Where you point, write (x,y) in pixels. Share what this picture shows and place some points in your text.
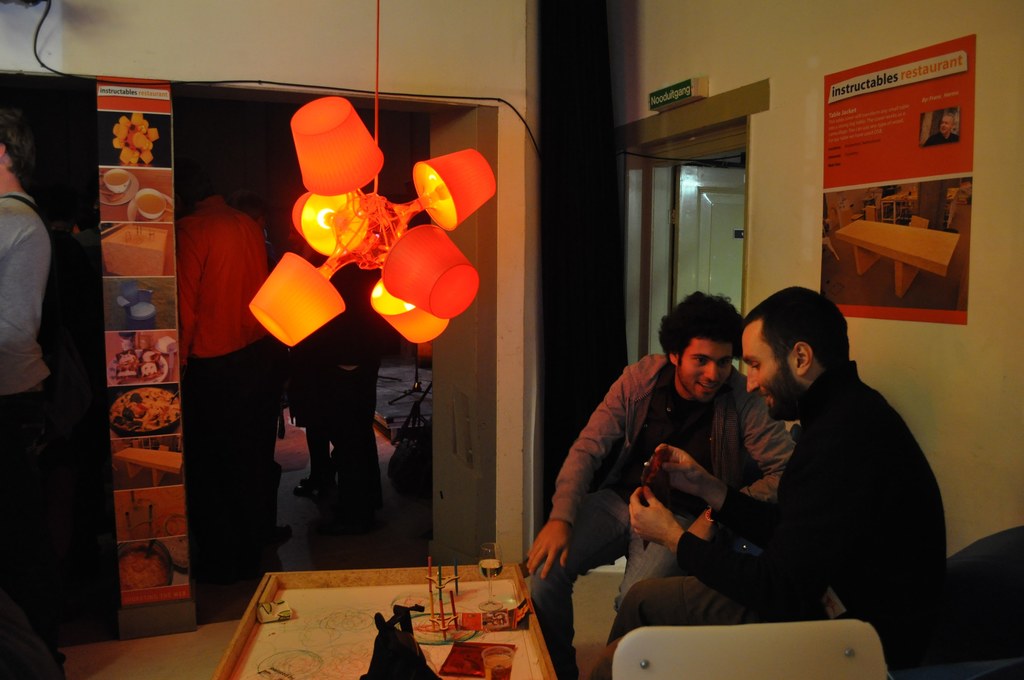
The image is inside the room (587,413). In the image there are two mens (723,438) are sitting chair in front of table (511,644). On table (427,612) we see a glass (495,568) with some drink (491,660), toys (453,620), paper (451,636) in background (61,255) there are group of people (18,255) standing in middle (343,237) there are few lights (340,263) on right (710,203) there is a door (715,201) which is opened and we can also see a wall (771,224) which is in cream color.
